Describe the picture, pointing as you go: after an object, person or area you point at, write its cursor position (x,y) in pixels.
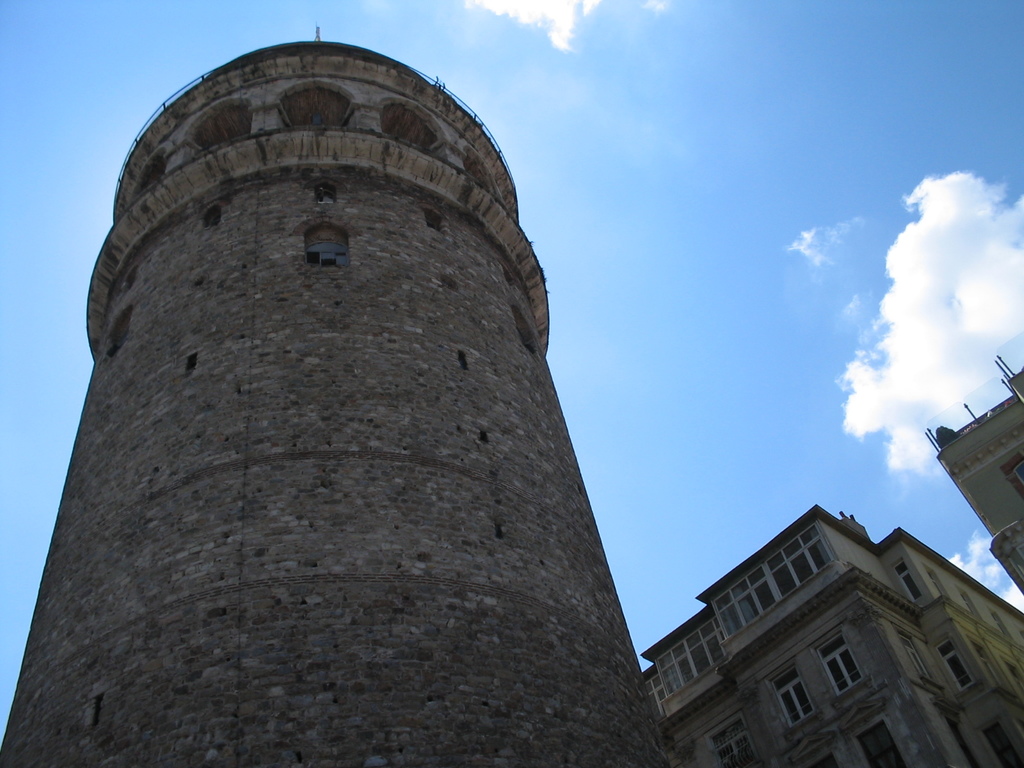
In this picture we can see the view of a tall brick wall (322,405) and houses (717,624) from the bottom. The sky (639,385) is blue.
